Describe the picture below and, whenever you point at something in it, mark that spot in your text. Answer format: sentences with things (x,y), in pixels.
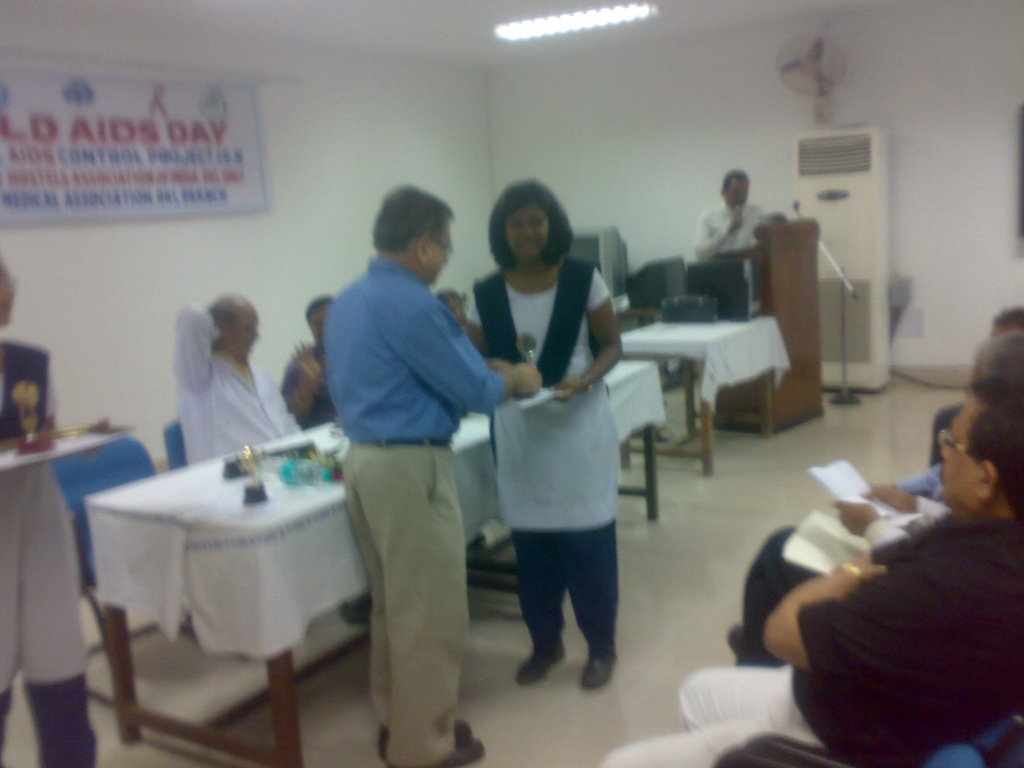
in a room (398,172) there are some people (445,317) conducting an award ceremony in which some people (267,430) are sitting and some people (377,438) are standing.
